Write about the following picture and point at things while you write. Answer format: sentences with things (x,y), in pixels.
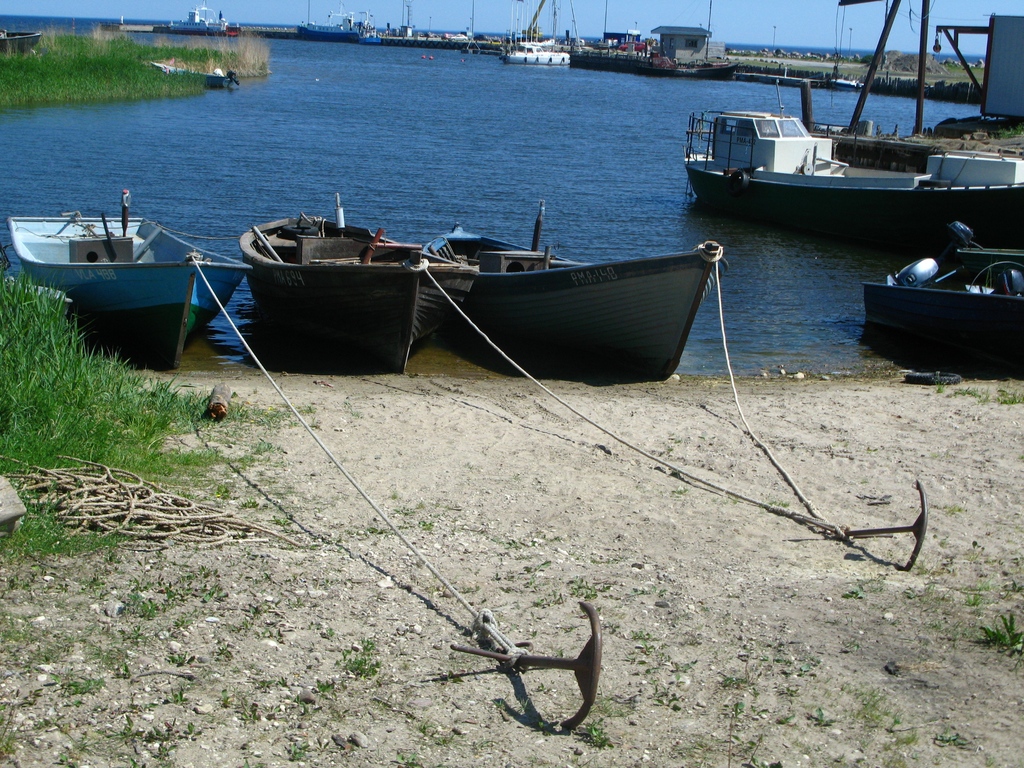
In the foreground of the picture (490,409) there are boats (184,345), ropes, anchors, grass (48,381) and sand (962,485). In the center of the picture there is a water body (544,117), in the water (515,74) there are ships (175,30), boats (555,61), dock (627,57), plant (135,66) and other objects (676,56). At the top (638,25) it is sky (813,1).
